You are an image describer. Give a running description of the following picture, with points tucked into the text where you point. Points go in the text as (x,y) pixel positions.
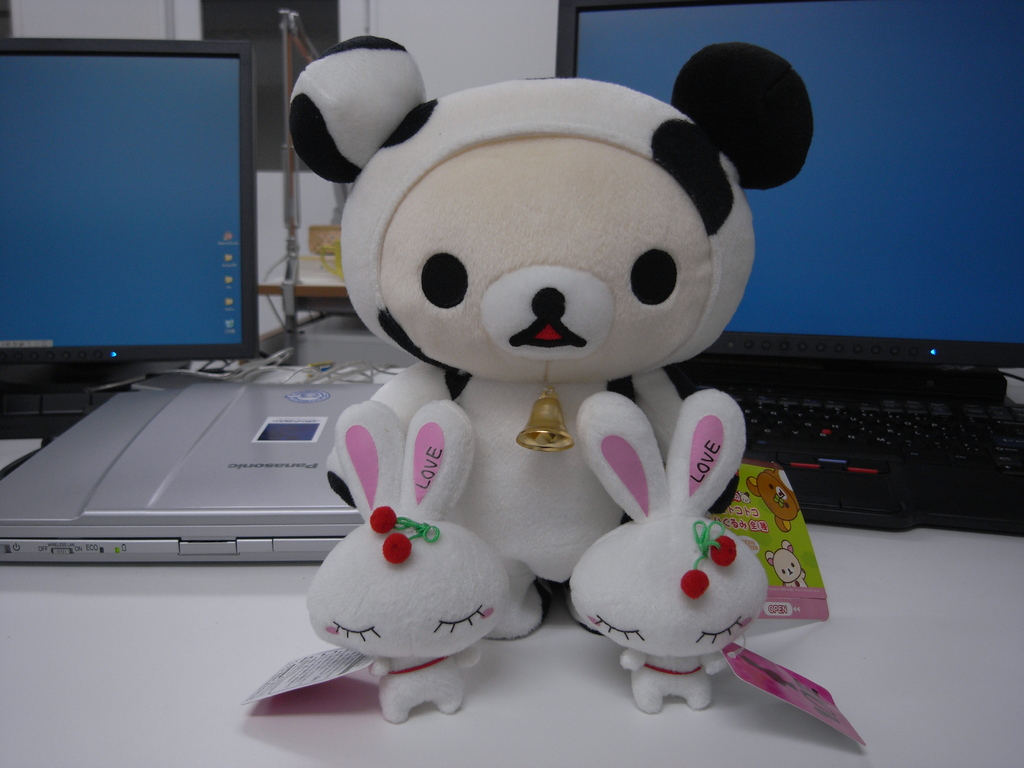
In this picture there is a computer (12,89) and there is a laptop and there is a device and toy (788,112) on the table (76,610). At the back (300,32) there is an object (291,20) on the table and there might be a window (307,20).
